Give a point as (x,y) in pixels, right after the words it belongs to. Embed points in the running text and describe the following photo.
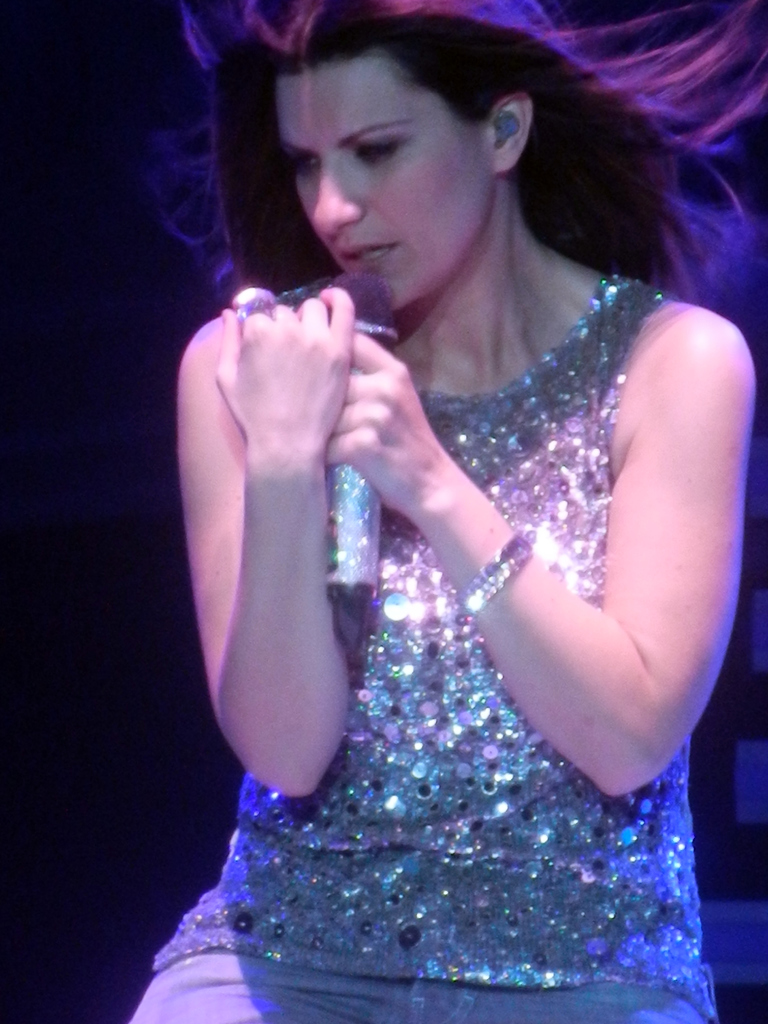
In this image we can see one woman (331,456) sitting holding a microphone (351,616) and singing. There are three objects (752,780) behind the woman (433,1008) on the right side of the image (740,963) and the background (762,549) is dark.
